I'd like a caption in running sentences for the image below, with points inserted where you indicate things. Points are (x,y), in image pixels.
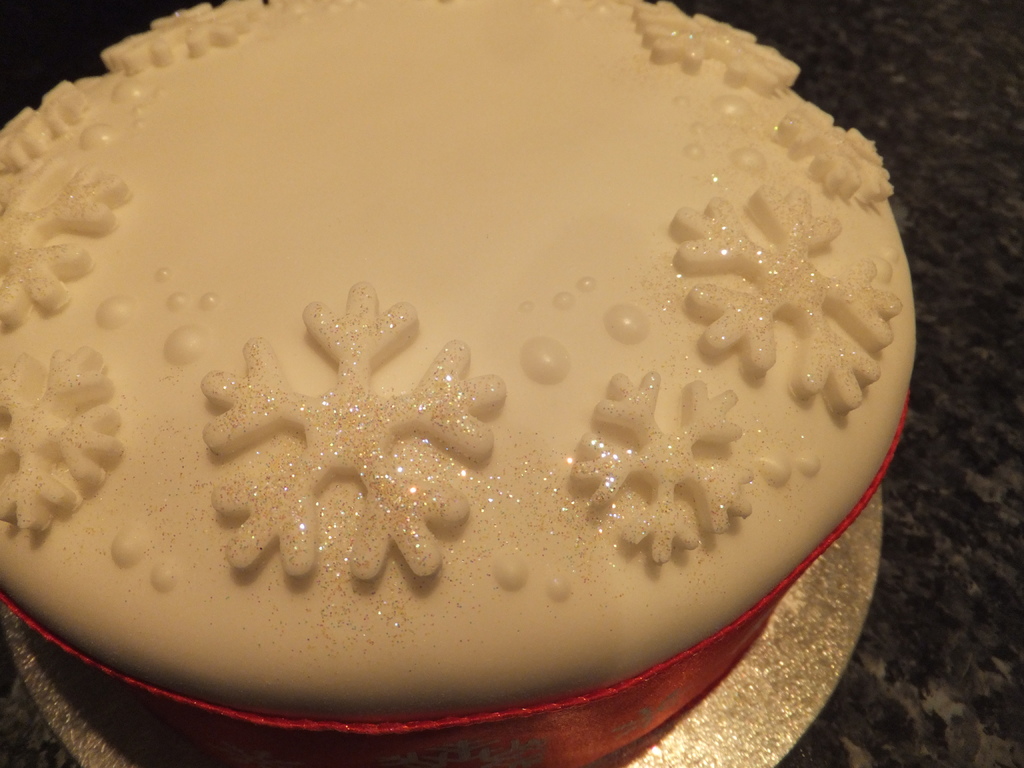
In the picture we can see a cake (96,569) on the table (909,206) on it we can see some designs (620,524) and dots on it and around the cake (909,383) we can see red color cloth (510,755).
